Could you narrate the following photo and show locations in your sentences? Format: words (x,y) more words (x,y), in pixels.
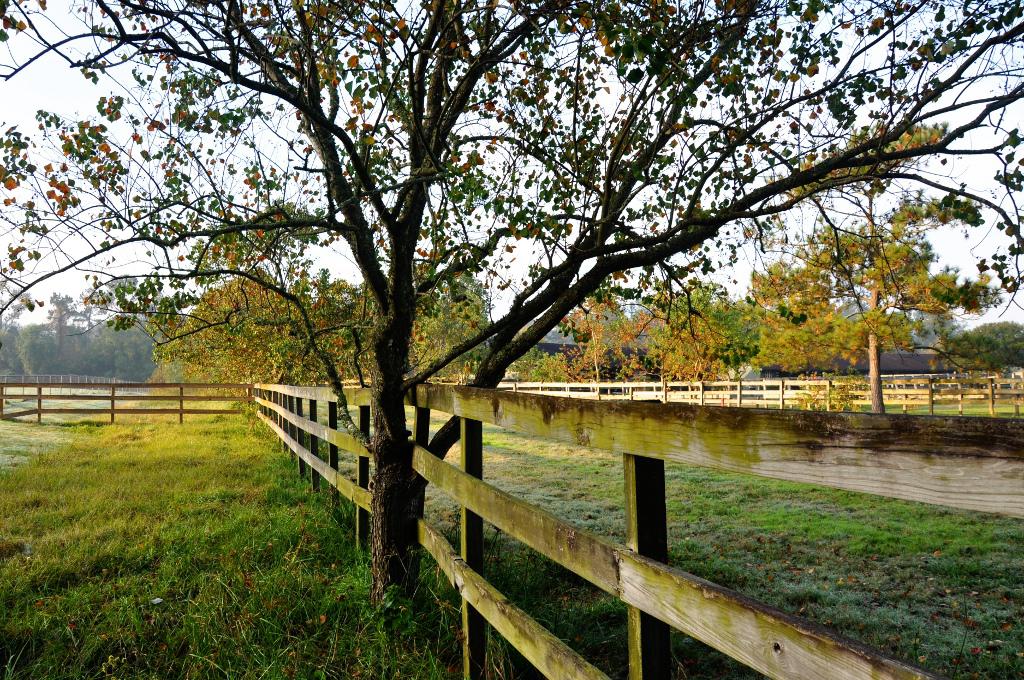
In this image I can see some grass (169,559) on the ground (169,559), the wooden railing (273,428) and a tree (384,369). In the background (366,206) I can see few trees (259,289) and the sky (28,113).
